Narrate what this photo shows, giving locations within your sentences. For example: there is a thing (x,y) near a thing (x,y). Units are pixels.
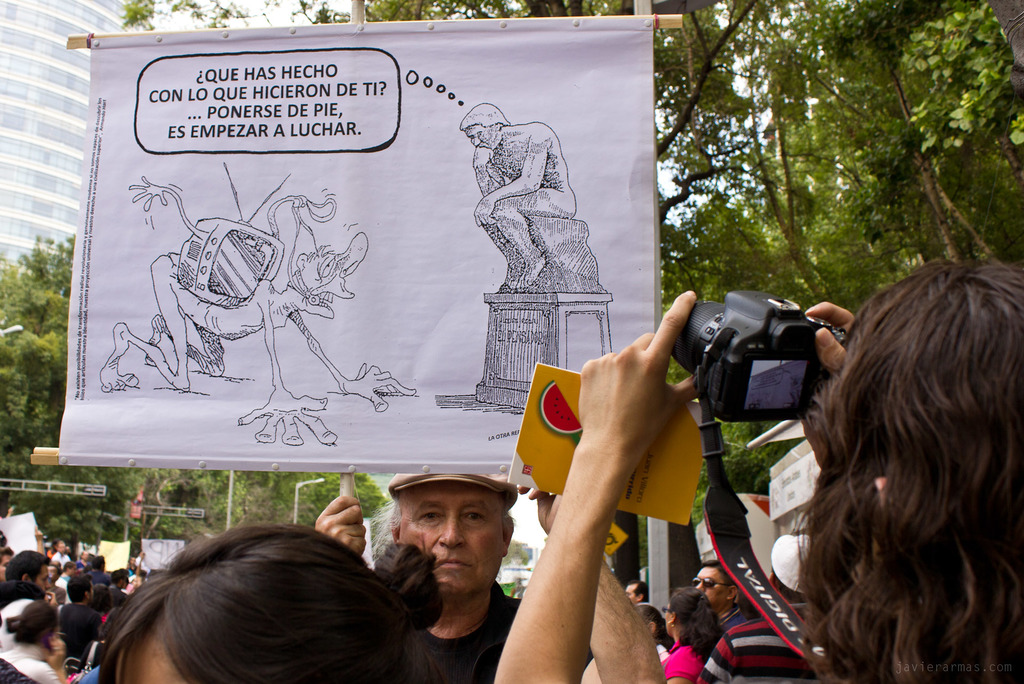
In this image I can see people (421,604) protesting. A person (945,300) is holding a camera (785,347) on the right (952,428). A person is holding a placard (548,335) which has some matter (244,128) and drawings (311,299) on it. There are trees (39,321) and buildings (53,146) at the back (56,120).
